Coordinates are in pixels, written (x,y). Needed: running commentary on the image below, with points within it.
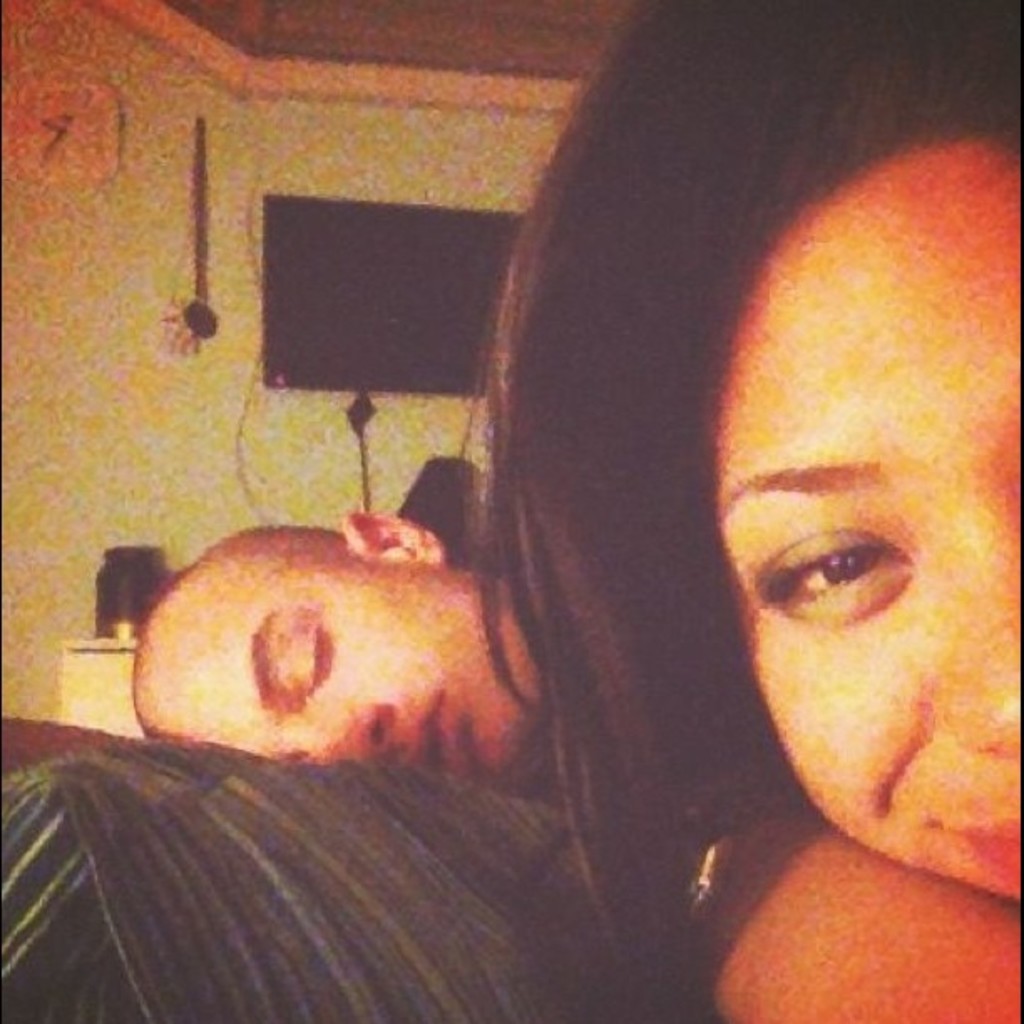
In this image I can see two people (556,680). In the background (331,341) I can see the television (342,330) to the wall (107,511) and many objects (33,128).
